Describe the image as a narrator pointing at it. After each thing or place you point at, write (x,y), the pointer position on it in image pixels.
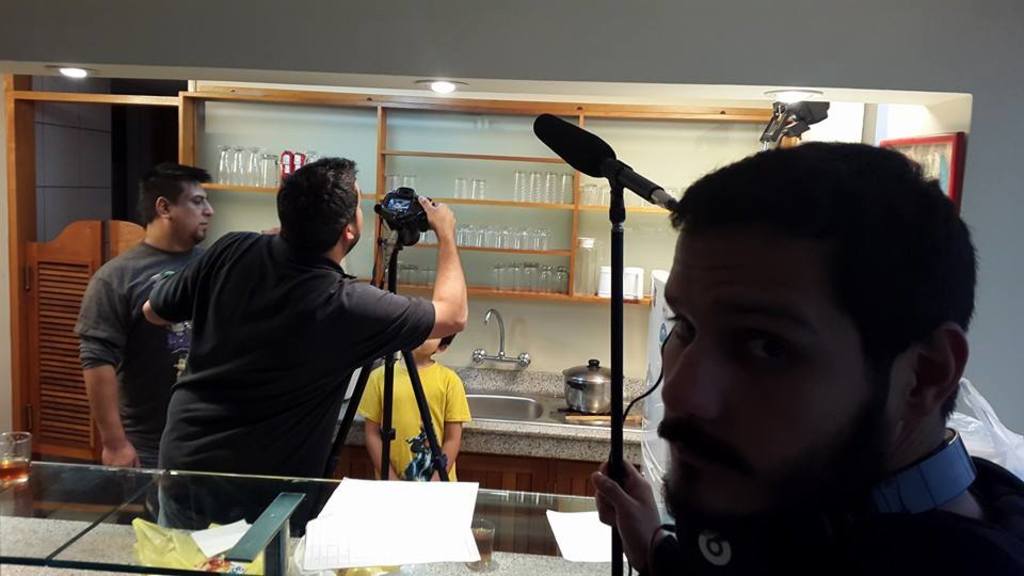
It is a kitchen (362,208) and there is a wash basin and some utensils (593,390) on the kitchen counter (561,391) and in the cupboard (487,142) there are many glasses (476,241) and jugs (590,285), it looks like some photo shoot is been held in the kitchen (157,510) there are many people (880,371) and one is fixing the camera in the room (479,347).
